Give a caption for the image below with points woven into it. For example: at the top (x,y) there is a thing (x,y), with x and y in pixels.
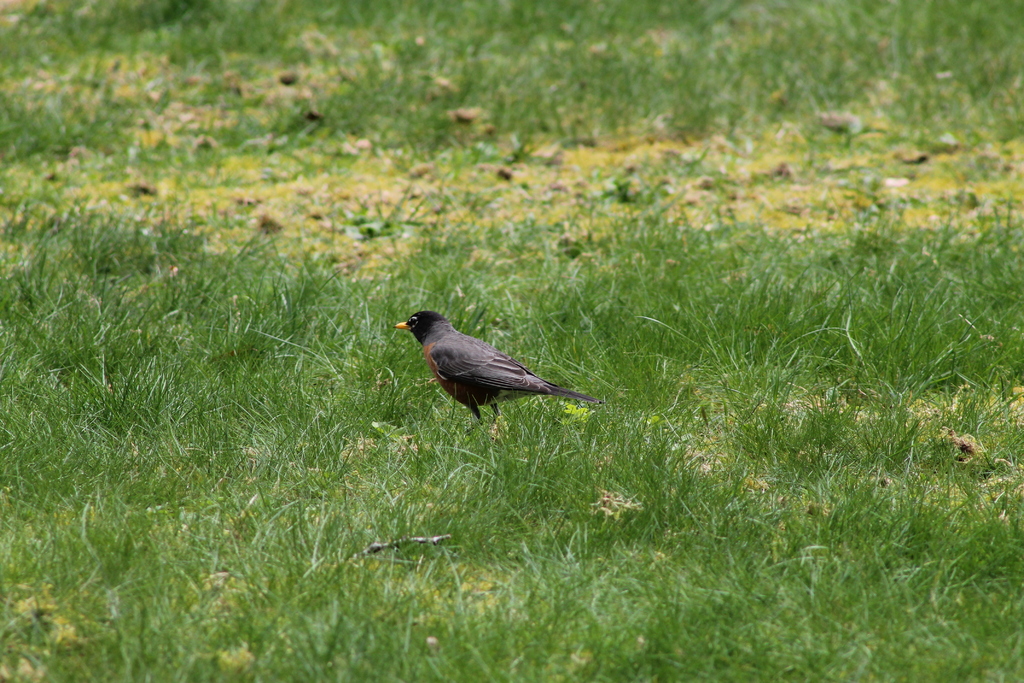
In this image we can see a bird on the grass (664,396) on the ground (601,422).
